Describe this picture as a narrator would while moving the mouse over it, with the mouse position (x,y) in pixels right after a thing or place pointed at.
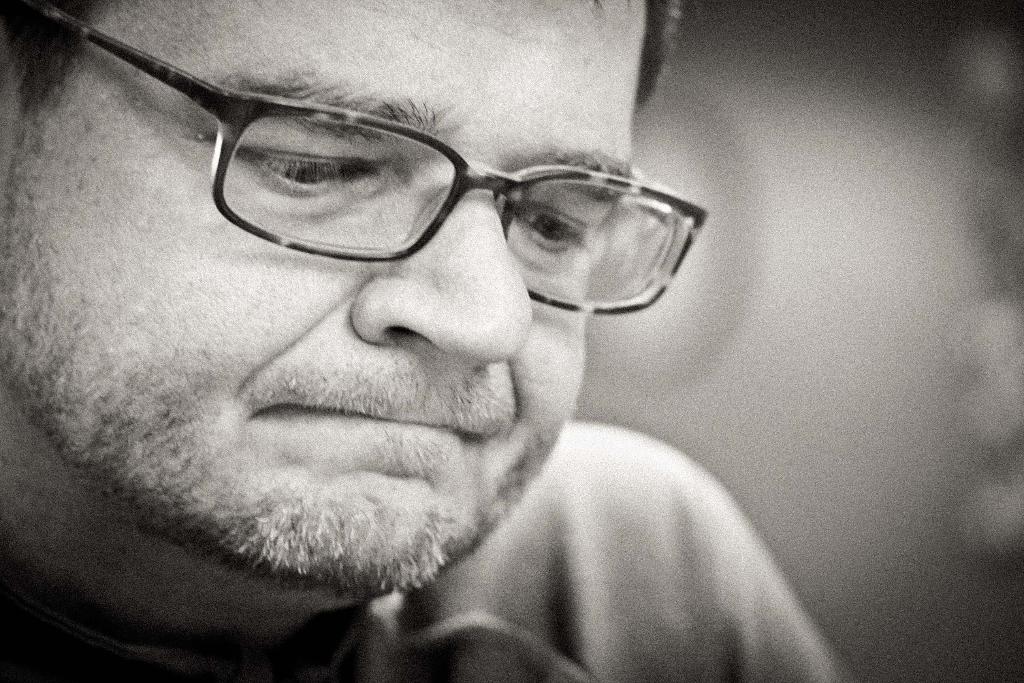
It is a black and white picture. On the left side of the image (107,251) we can see a person (311,657) wore spectacles (518,189). On the right side of the image (789,176) it is blurry.
